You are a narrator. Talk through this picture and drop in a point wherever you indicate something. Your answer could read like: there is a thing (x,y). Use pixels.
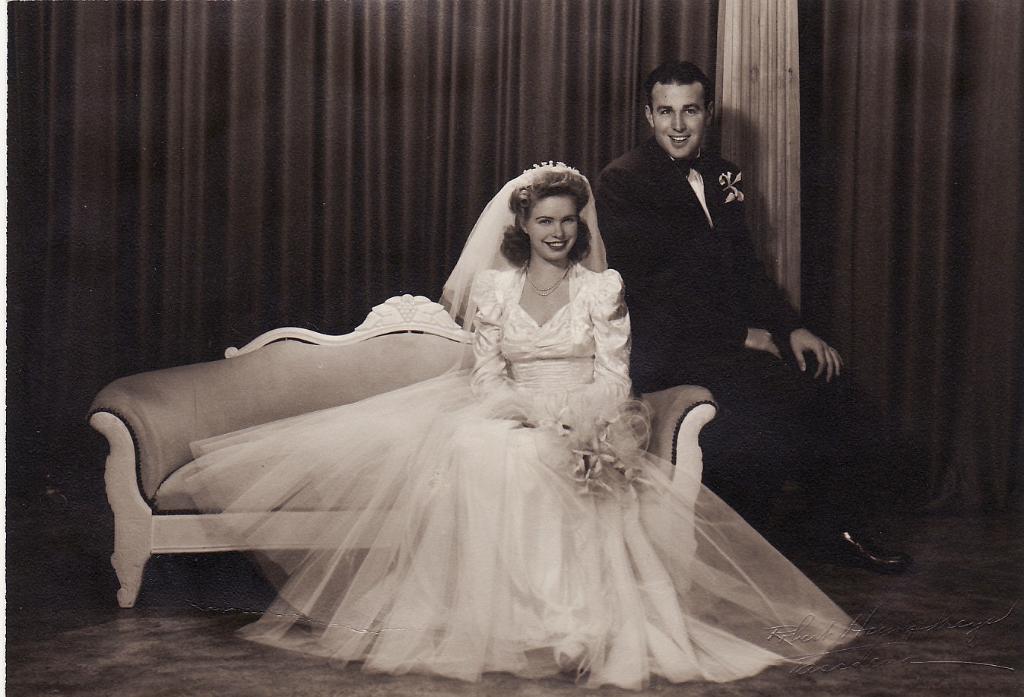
As we can see in the image there are curtains (1008,262) and two people (668,334) sitting on sofa (359,389). The woman (517,404) is wearing white color dress (574,294) and the man (715,211) is wearing black color jacket (687,289).
